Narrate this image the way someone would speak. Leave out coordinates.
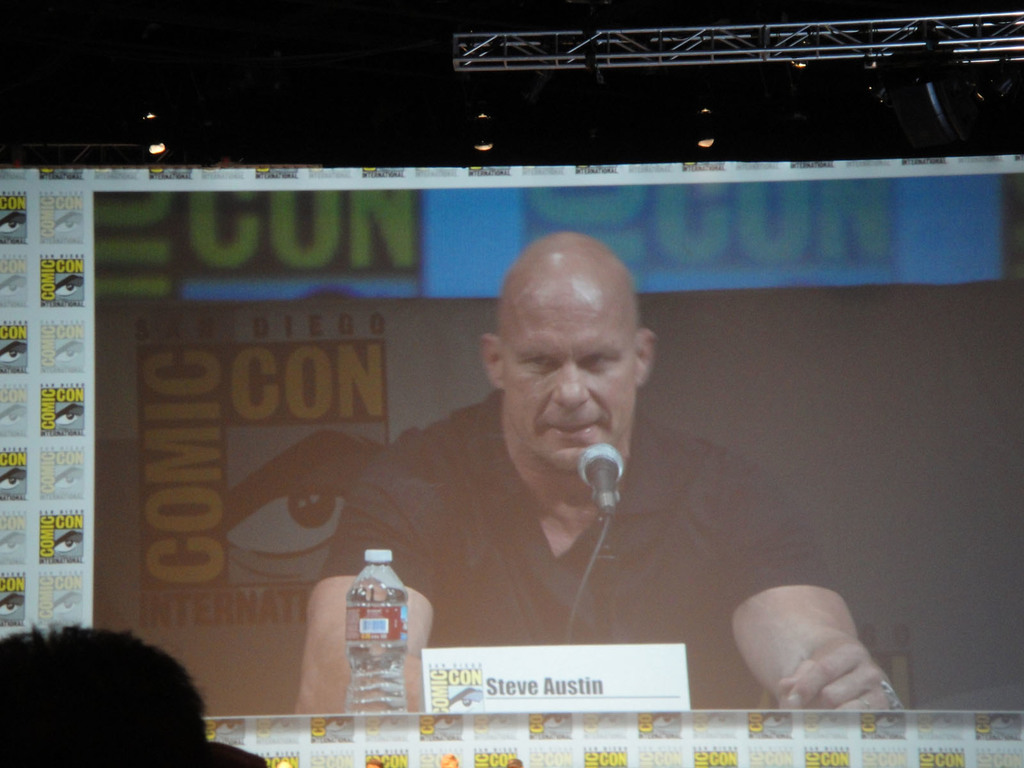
He is sitting on a chair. There is a table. There is a name board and bottle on a table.
